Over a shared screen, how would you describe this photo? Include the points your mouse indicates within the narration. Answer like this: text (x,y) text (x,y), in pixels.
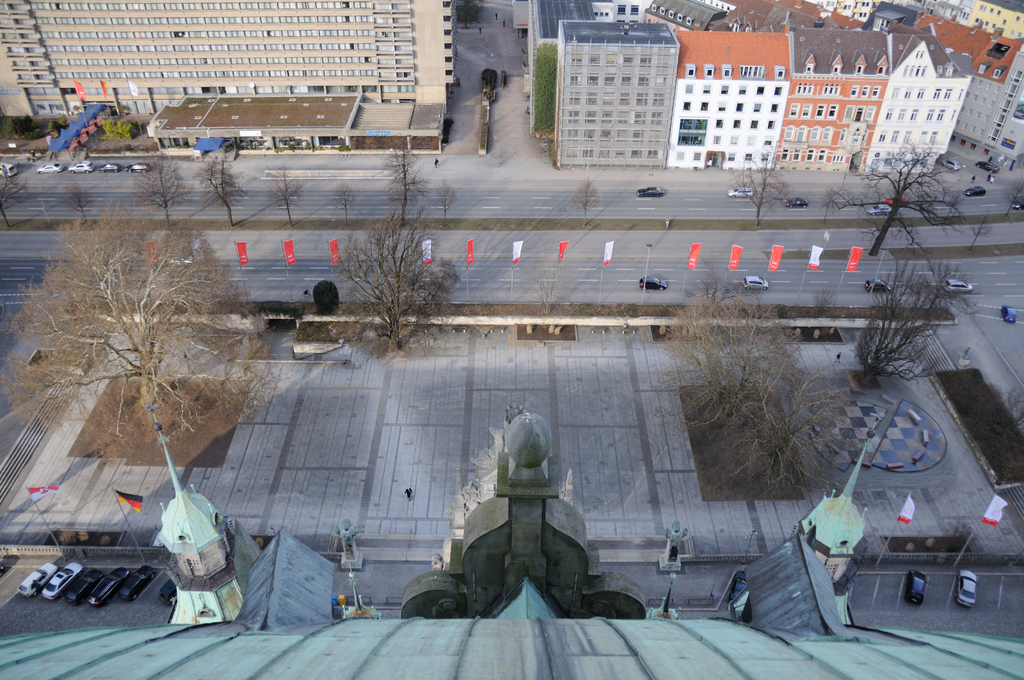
In this picture we can see trees (892,223), plants (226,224), banners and flags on poles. We can see buildings (238,8), vehicles (911,573) and road (706,267).
